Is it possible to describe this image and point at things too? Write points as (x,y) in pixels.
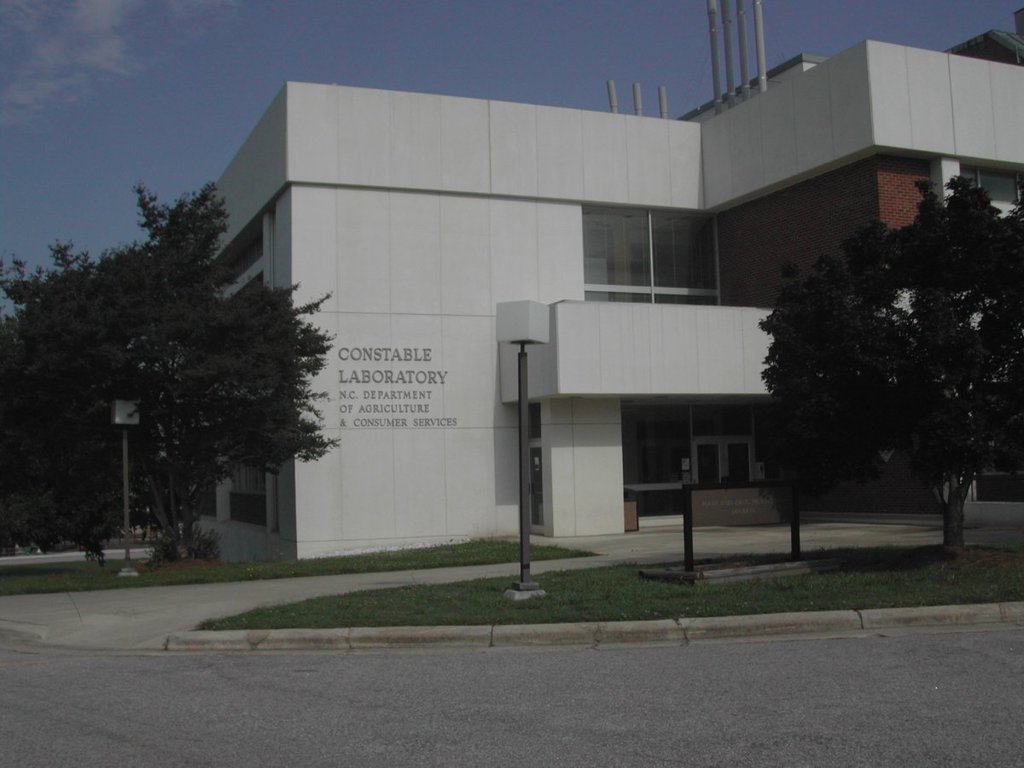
In this image I can see road (432,695), grass (436,613), few poles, lights (504,325), trees (962,213), a white colour building (421,284) and in background (176,98) I can see the sky (302,54). I can also see something is written over here.
